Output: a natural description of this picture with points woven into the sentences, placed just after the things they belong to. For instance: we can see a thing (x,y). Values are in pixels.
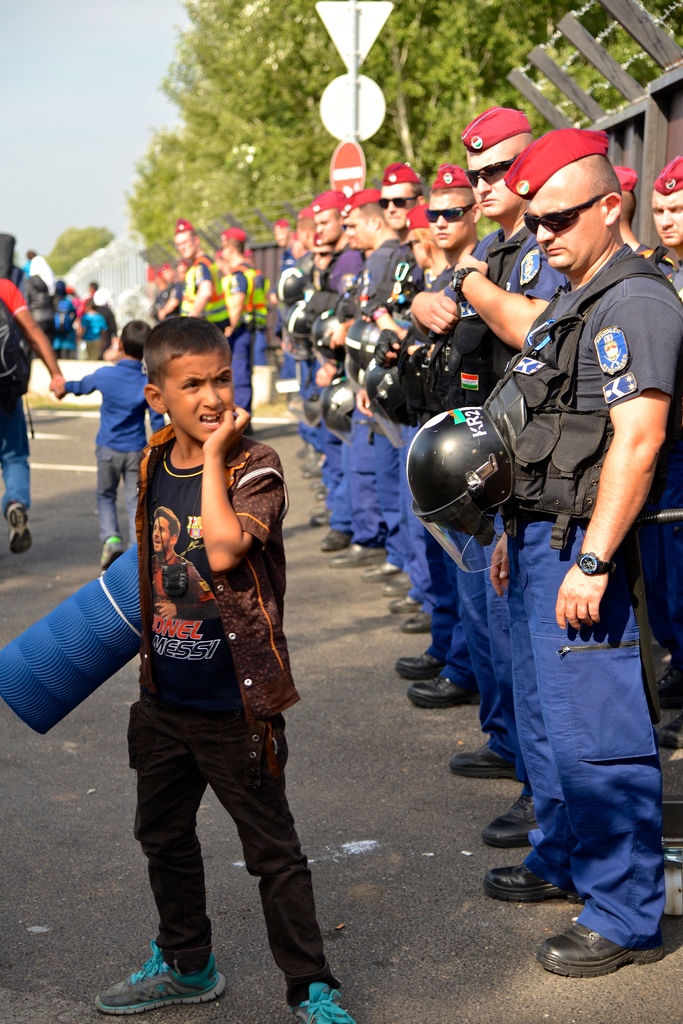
In this image there is a kid (200,476) standing in front of the army personnel (403,364), in the background of the image (319,59) there are trees (293,91), there is a metal fence (615,74) behind the army personnel (431,245), behind the kid (220,414) there is another kid (117,413) and a person (62,392) walking on the road (67,426).
